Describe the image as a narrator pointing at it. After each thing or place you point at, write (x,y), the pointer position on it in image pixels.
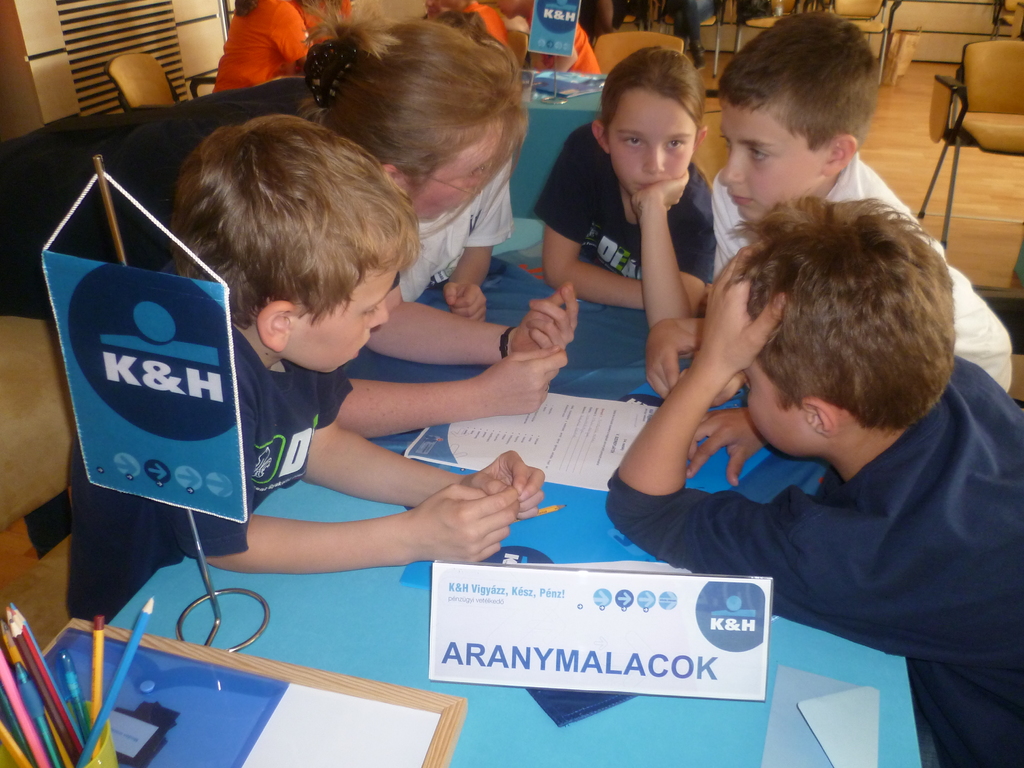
In this image I see few children (645,196) and I see the table (604,369) over here on which there are papers (523,447) and something is written on them and I see the color pencils (19,635) over here. In the background (260,20) I see few people (684,12) and I see the chairs (982,59).
